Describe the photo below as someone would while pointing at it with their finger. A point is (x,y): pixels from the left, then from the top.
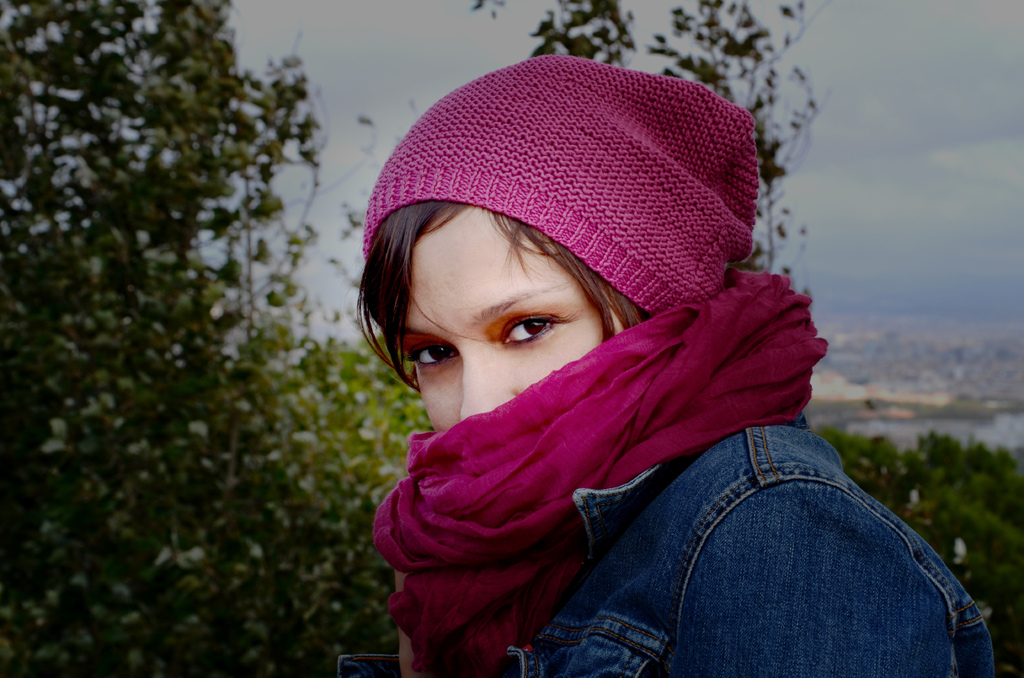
There is a woman (524,282) wearing a scarf (562,372) and a cap (572,151). In the background (208,386) there are trees (208,386) and sky (350,48).
